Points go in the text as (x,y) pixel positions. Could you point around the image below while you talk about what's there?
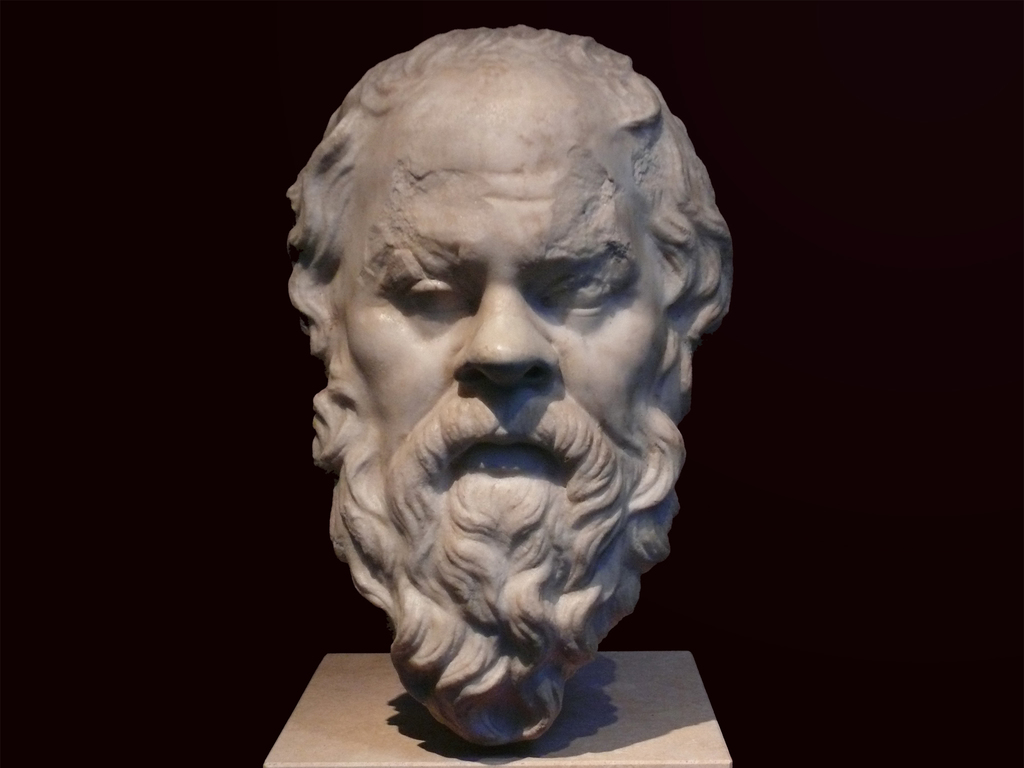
In this image there is a sculpture (411,419) on a pillar (604,700). There is the face (492,358) of a man (431,360) on the sculpture (490,479). The background (124,521) is dark.
